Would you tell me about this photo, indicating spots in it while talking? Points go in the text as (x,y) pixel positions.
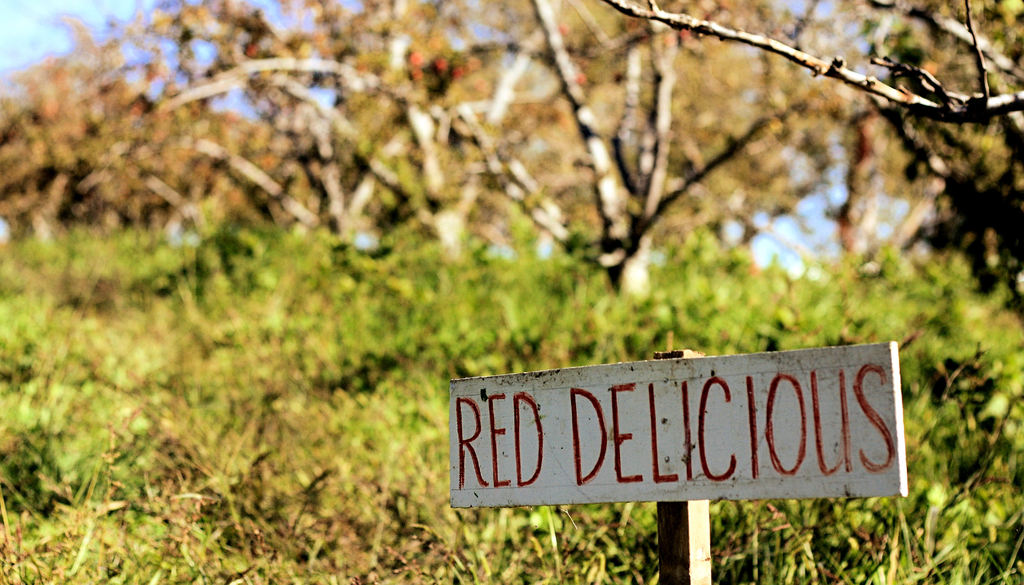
In this image, we can see some plants (563,295) and trees (587,132). We can also see the sky (173,54) and a board (459,451) with some text (518,450).
